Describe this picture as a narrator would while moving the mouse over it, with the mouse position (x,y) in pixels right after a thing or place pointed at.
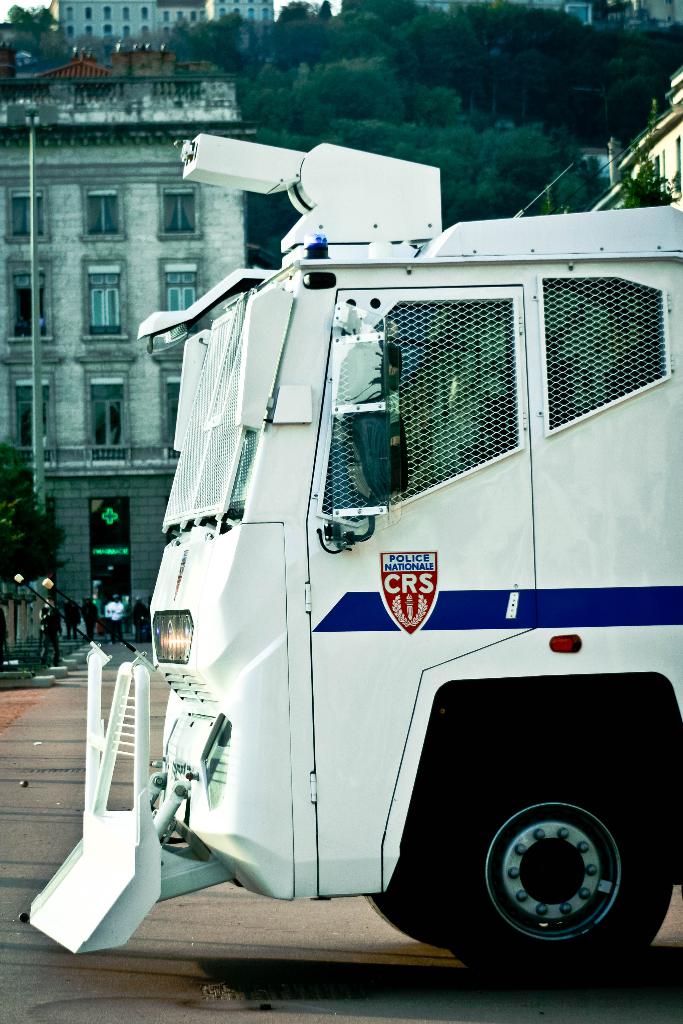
In this picture I can see there is a white color truck (421,557) and it has grills (485,401) attached to the window (457,408) and there is a door (470,419). In the backdrop (55,265) there is a building (127,321) and it has a door (98,607) and windows (117,304). There are trees (274,115) and there is a mountain (277,58) in the backdrop (277,58). The sky (274,9) is clear.
